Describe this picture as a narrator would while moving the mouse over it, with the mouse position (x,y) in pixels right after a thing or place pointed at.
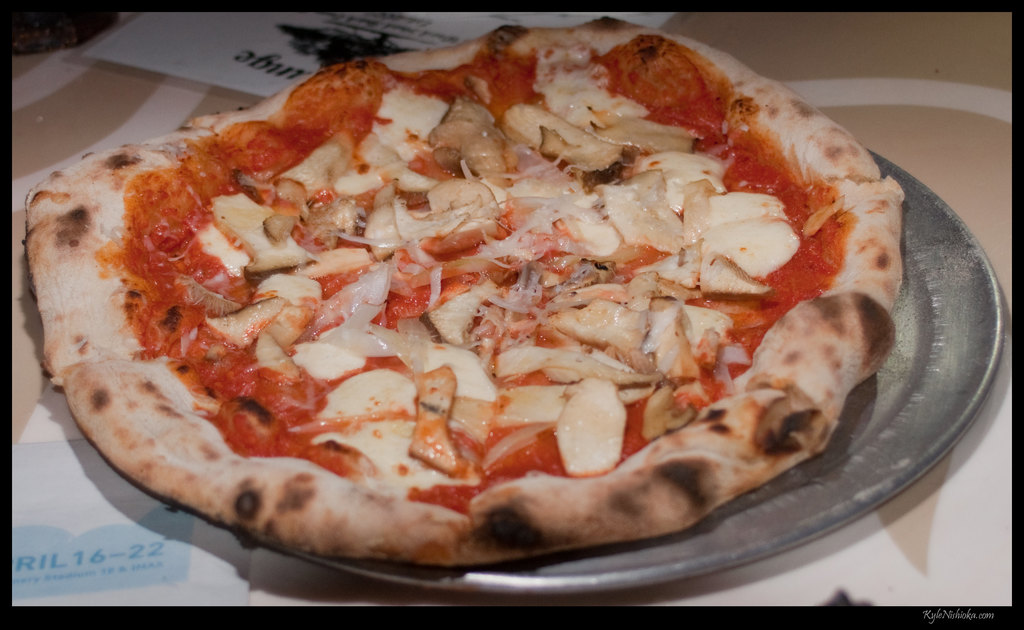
This image consists of a pizza (623,361) along with stuffings (447,428) are kept in a plate (754,520). The plate (551,562) is on the table (138,577).
